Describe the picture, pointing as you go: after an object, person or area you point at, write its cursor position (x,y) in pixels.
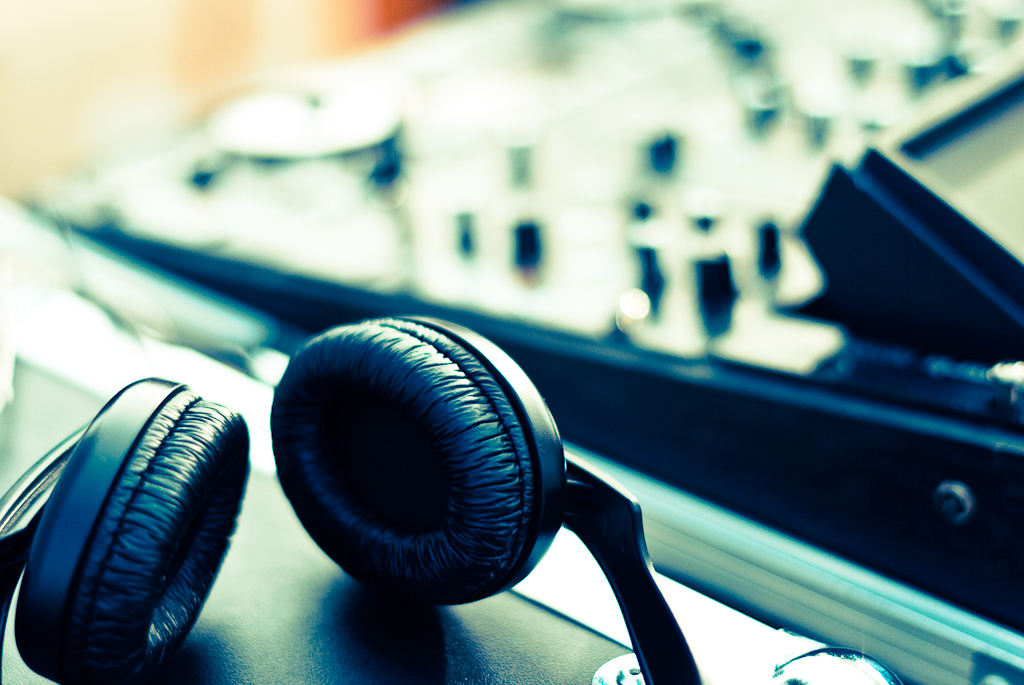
In this image we can see a headset (332,553) placed on the surface (397,652). In the background (633,363) there is an object (603,249).
